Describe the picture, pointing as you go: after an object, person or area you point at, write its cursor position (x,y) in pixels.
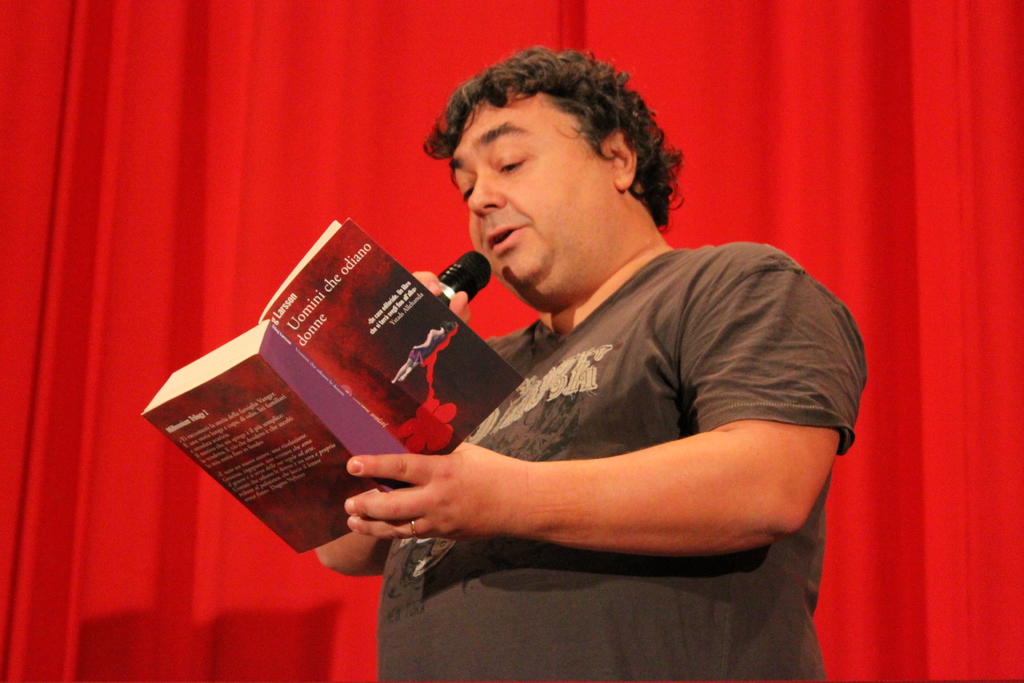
In this picture I can see a person (536,305) holding a book (411,340) and talking in front of mic (451,289), behind I can see red color cloth (766,136).
